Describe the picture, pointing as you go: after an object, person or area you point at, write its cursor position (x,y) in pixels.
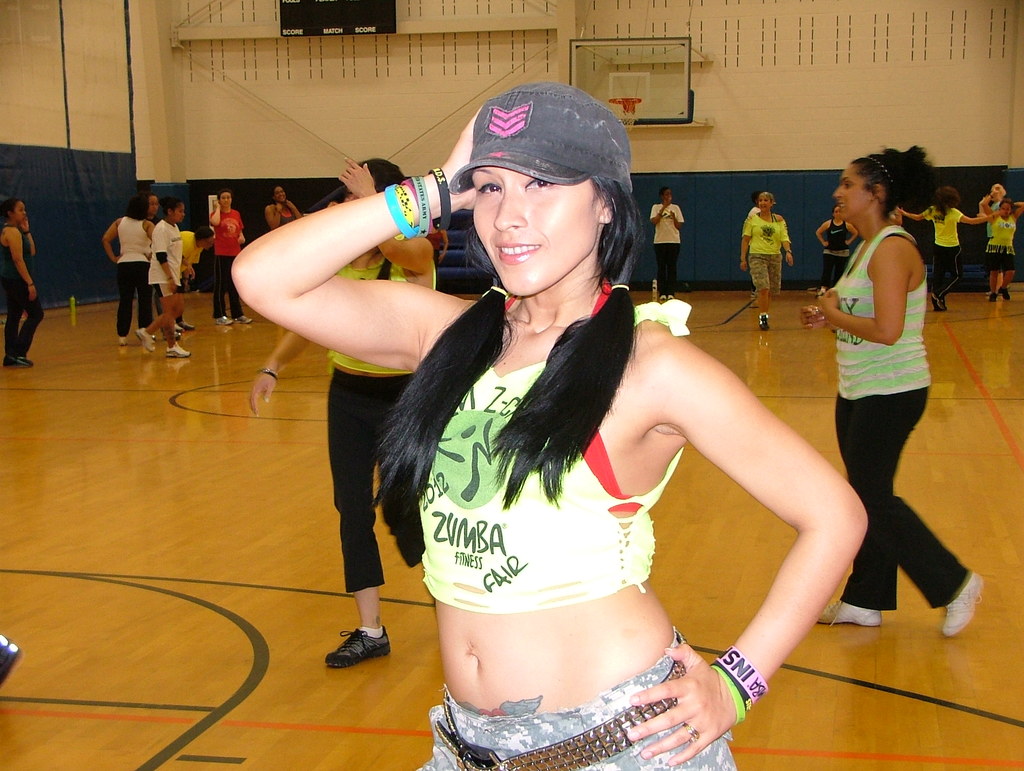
There is a lady (439,315) wearing cap (470,167) and wristbands (737,654). In the background (897,205) there are many people (10,212). Also there is a wall (316,53). On the wall (289,100) there is a board (651,95) with basketball net (626,100).
